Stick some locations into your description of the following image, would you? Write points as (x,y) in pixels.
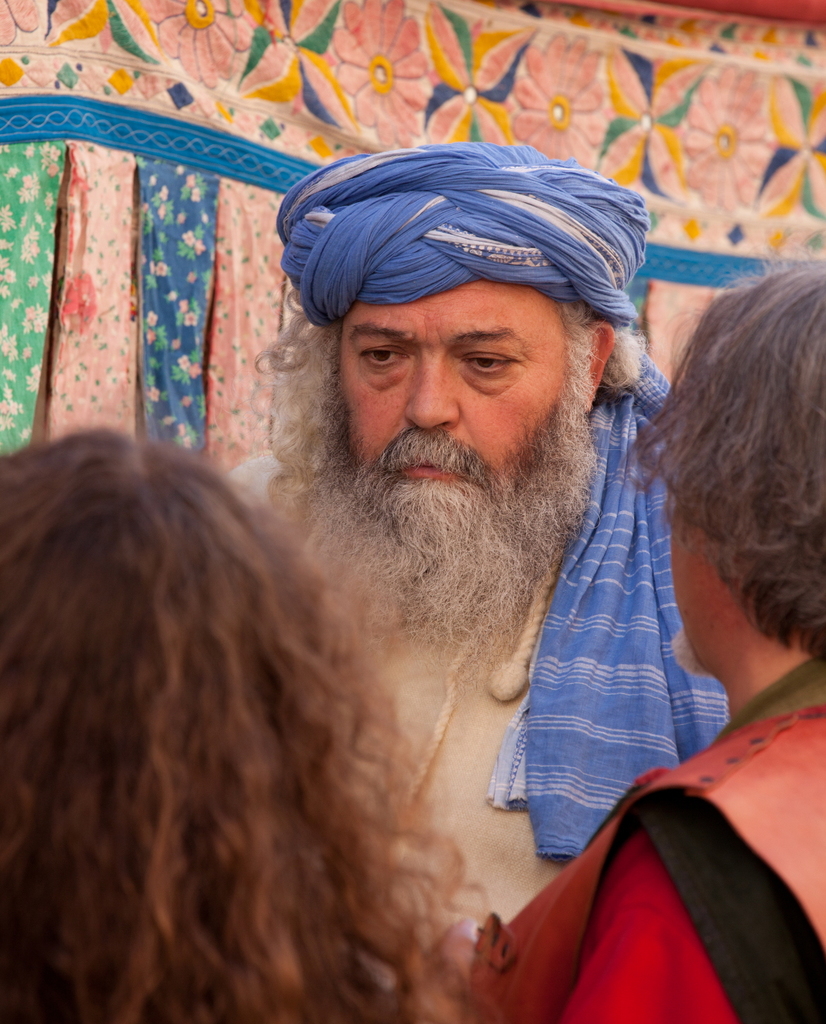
In this image there are three persons (414,343), there is a person (555,312) with a turban (473,215), and in the background (183,167) there is a cloth (17,34).
